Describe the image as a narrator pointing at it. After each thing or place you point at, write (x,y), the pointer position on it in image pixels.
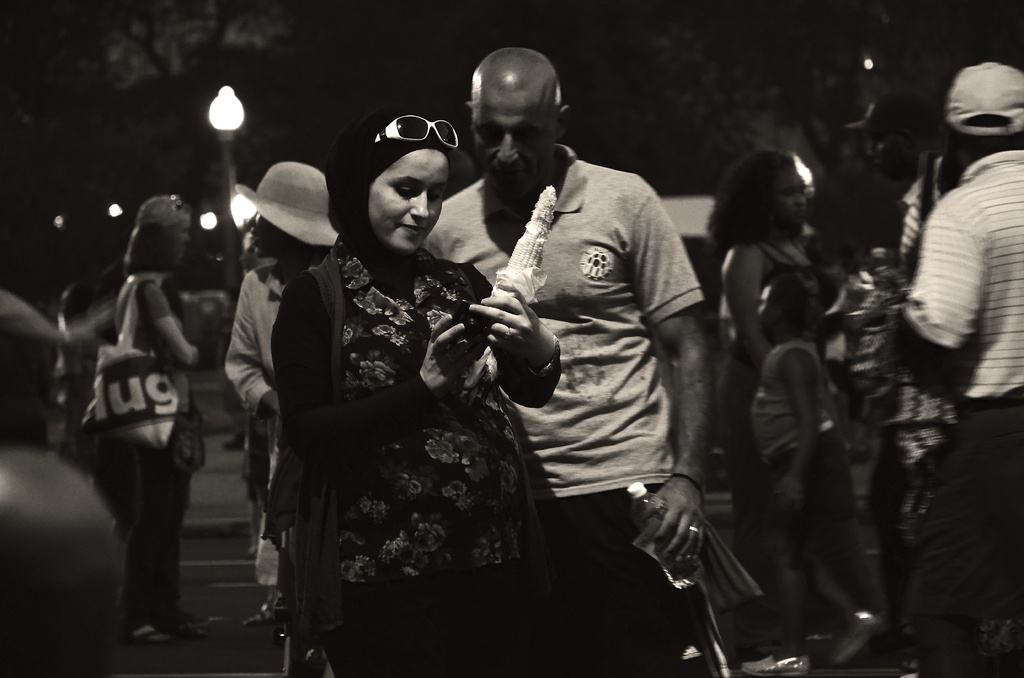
In this picture we can see a group of people (44,562) standing on the road (241,543), lights (215,115), bottle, bags (96,405), caps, goggles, sweet corn (528,244) and in the background (452,186) it is dark.
